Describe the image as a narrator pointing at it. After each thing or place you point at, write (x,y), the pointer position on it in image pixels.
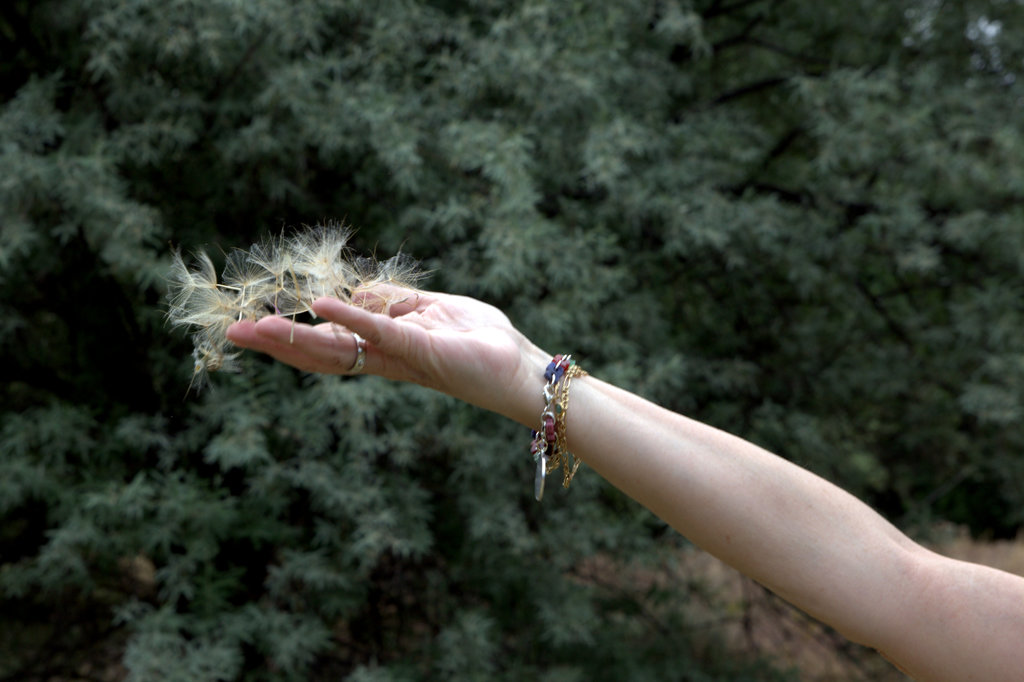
In this image I can see a hand (302,337) of a person (684,469). I can see bracelet (560,365) and a ring (356,351) on his finger (350,349). In the background (130,202) I can see trees (385,100) and I can see this image is little bit blurry from background (16,479).
